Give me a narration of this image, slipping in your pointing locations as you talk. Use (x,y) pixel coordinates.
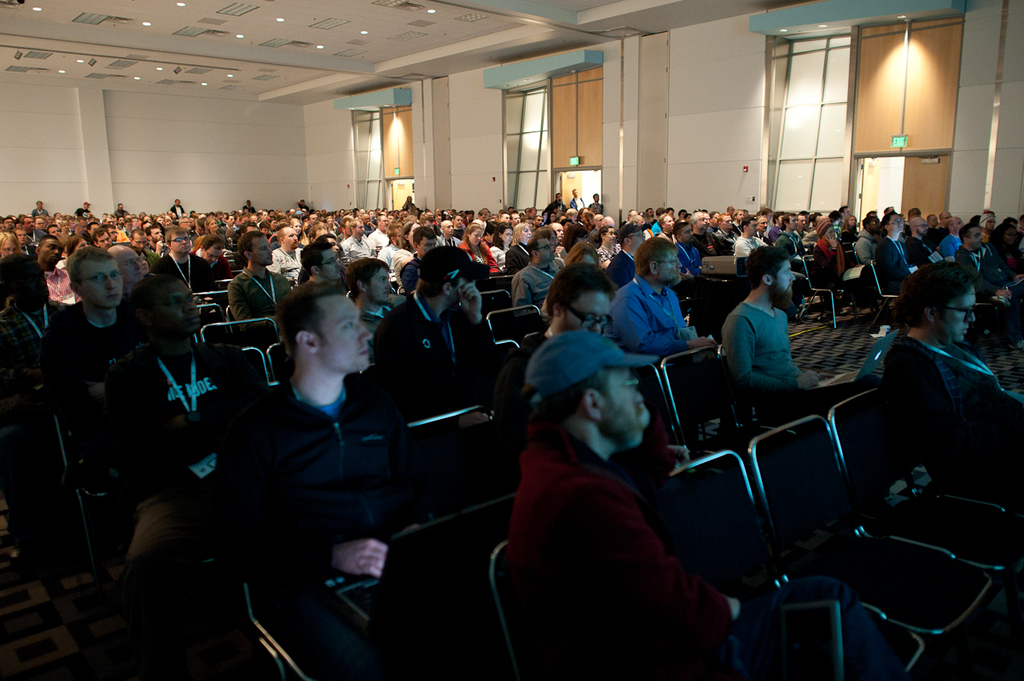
In this image we can see there are many people (56,252) sitting on chairs (755,458). In the background of the image (192,187) there is a wall (122,185). At the top of the image (336,91) there is a ceiling (21,16) with lights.
